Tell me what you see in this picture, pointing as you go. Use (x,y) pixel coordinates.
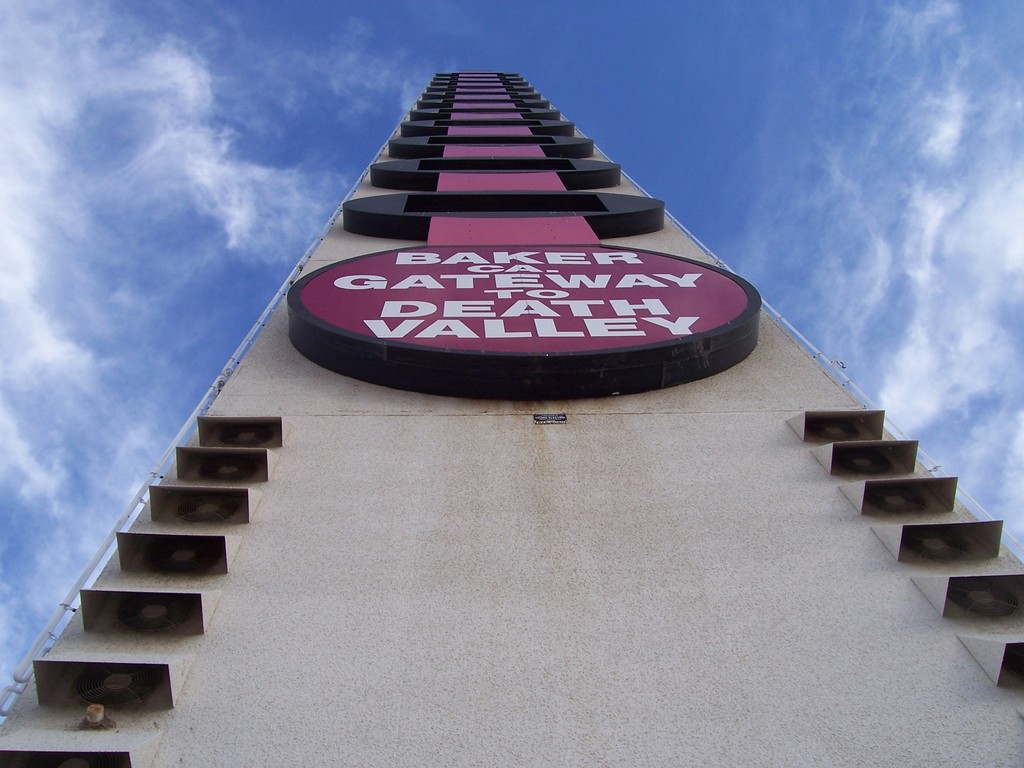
In this image we can see a building (494,227). In the background (287,93) there is a sky (693,82) and clouds (166,62).
